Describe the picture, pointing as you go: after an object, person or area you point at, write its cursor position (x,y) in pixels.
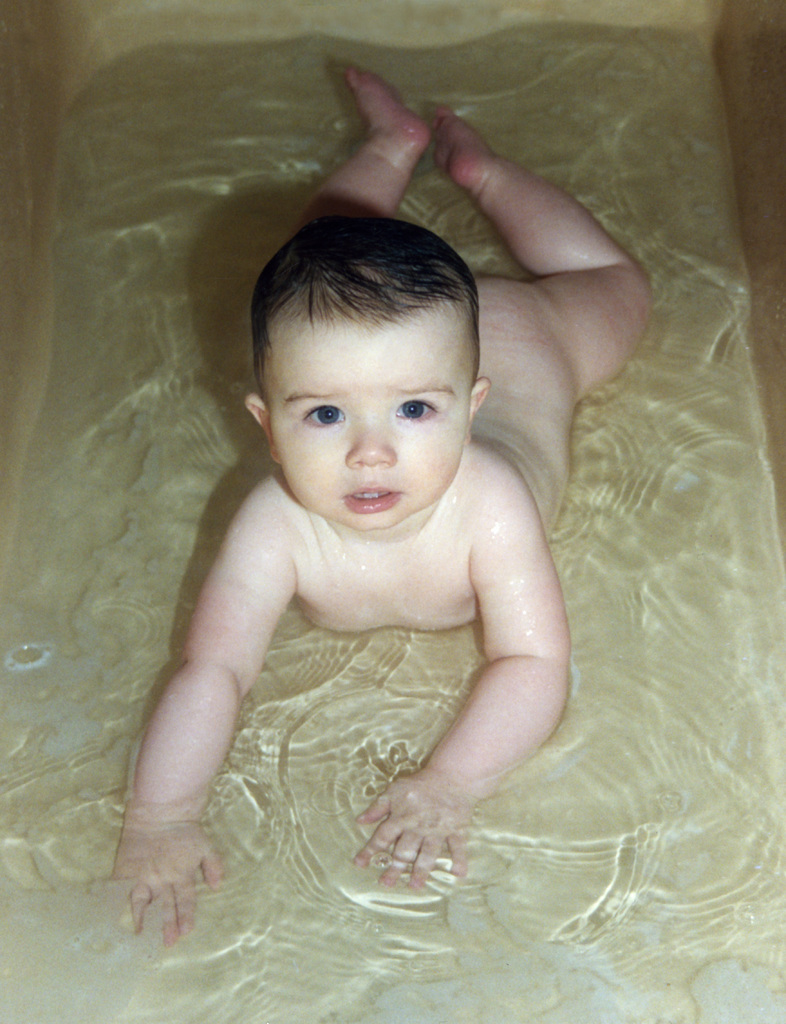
In this image we can see a baby (430,439) lying in the water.
